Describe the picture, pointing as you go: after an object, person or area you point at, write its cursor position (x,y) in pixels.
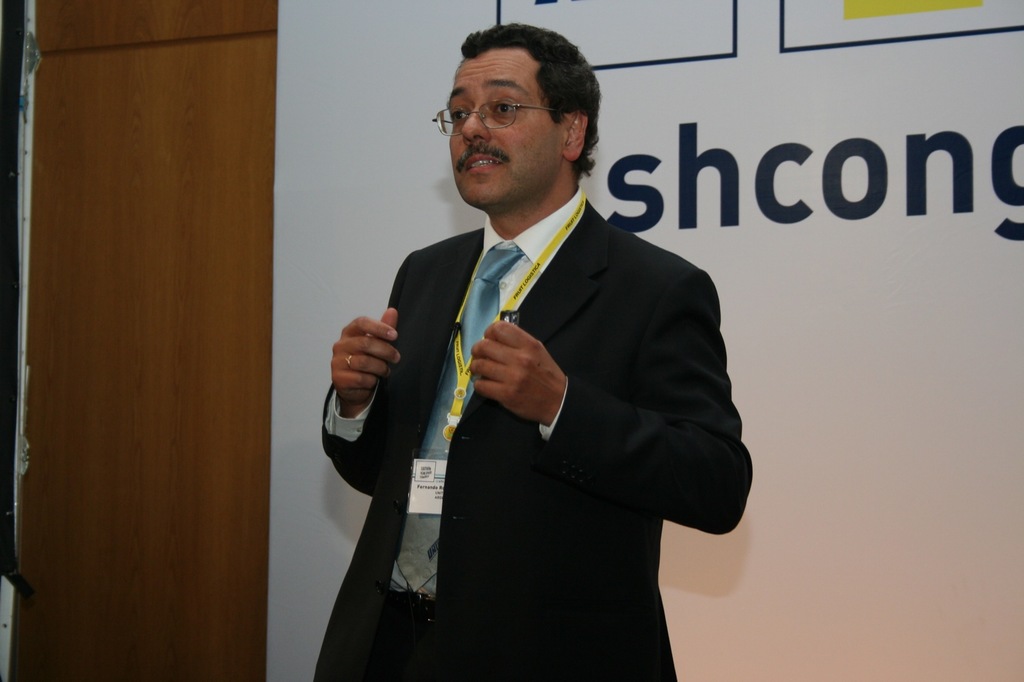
This image is taken indoors. In the background (919,247) there is a wall (814,310) with a text (851,172) on it and there is a door (123,234). In the middle of the image (394,297) a man (369,370) is standing on the floor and talking. He has worn a suit (506,544), a tie (496,277), a shirt (510,270) and spectacles (452,120).
